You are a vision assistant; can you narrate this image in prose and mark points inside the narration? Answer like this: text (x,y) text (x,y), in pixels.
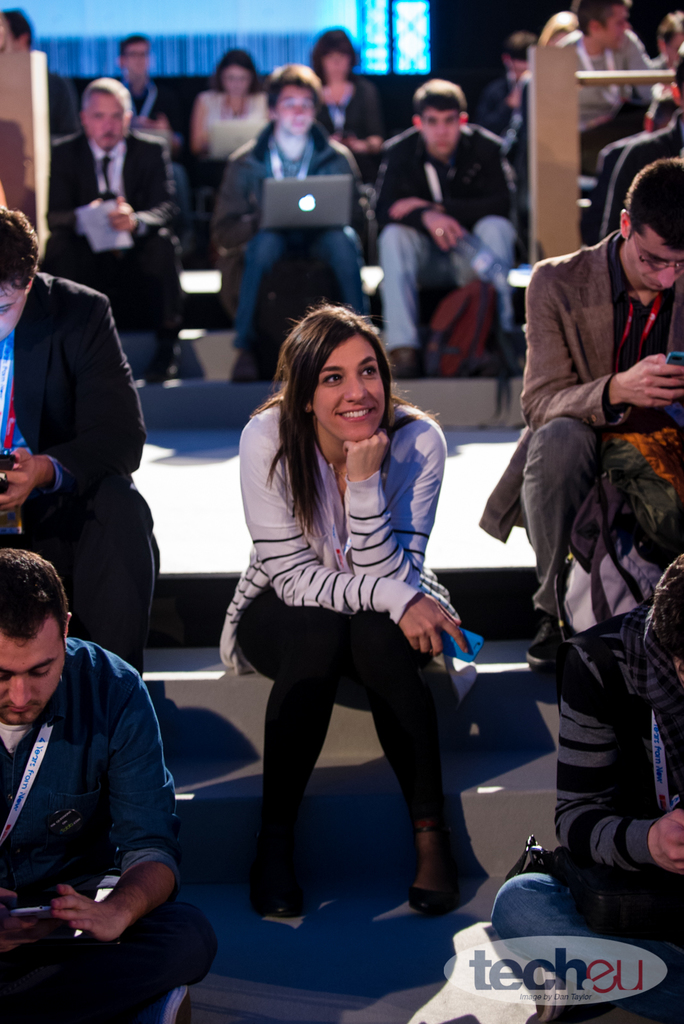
In the center of the image (293,551) some persons (293,551) are sitting and holding a mobile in their hands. In the background of the image (279,140) some persons (364,122) are sitting. In the middle of the image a man (299,165) is sitting and holding a laptop (285,191). At the bottom of the image (317,893) floor (348,962) is there. At the top of the image (280,47) wall (313,41) is present.
